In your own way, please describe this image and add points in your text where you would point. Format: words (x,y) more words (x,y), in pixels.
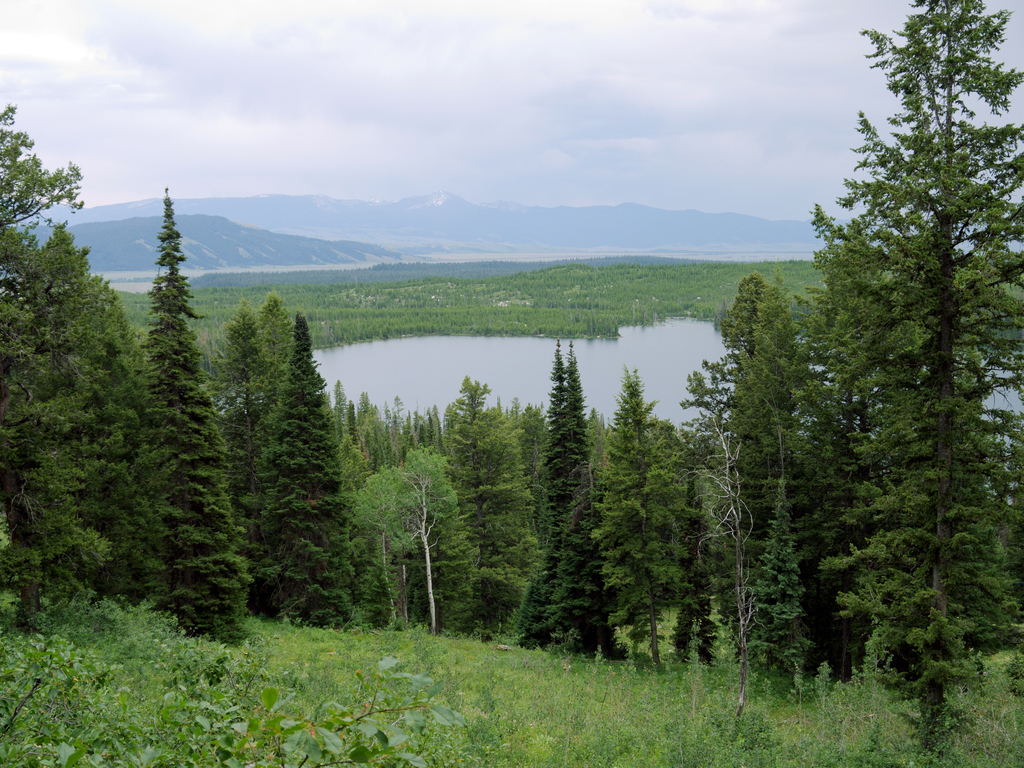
In this image I can see many trees (395,542) and the water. In the background (583,233) I can see the mountains (447,221), clouds (501,179) and the sky (501,179).
